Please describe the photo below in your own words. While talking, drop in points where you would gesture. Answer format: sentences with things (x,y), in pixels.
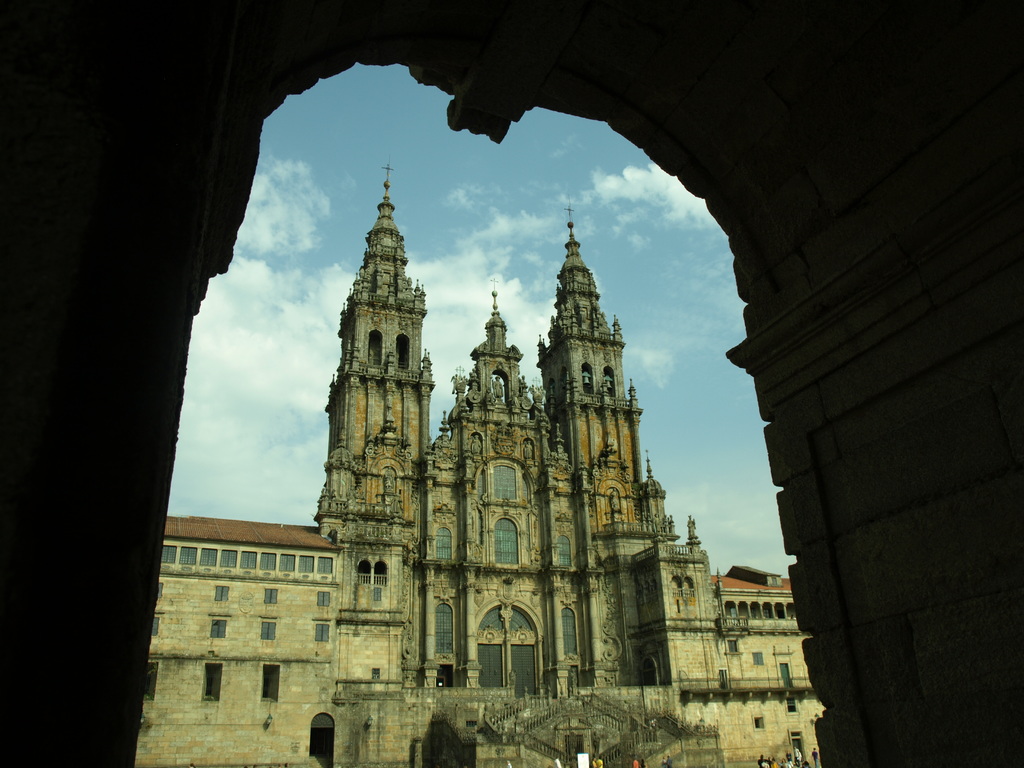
In this image there is a building (409,601) in the background (499,615). In the foreground (901,334) there is an entrance (108,391). The sky (256,194) is cloudy. There are few people (600,762) here.
